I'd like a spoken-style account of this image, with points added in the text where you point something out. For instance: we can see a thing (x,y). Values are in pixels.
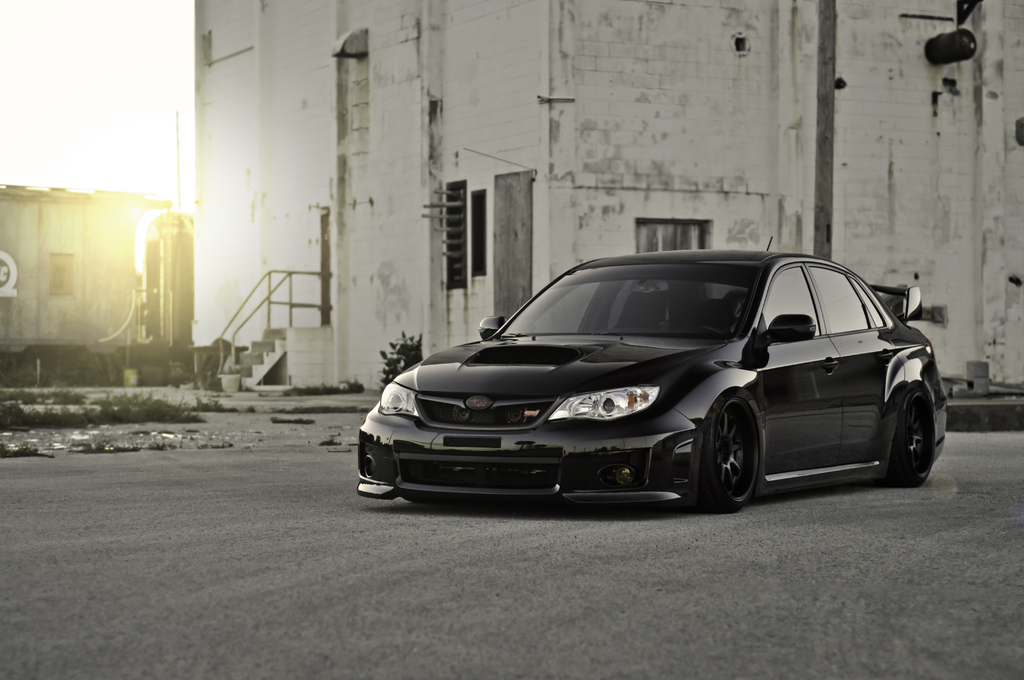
In this image there is a black color car (570,340) on the road (372,525). In the background (396,267) there is a building (679,151), a house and a pole (817,232). Image also consists of a plant (398,354) and grass (145,404).
